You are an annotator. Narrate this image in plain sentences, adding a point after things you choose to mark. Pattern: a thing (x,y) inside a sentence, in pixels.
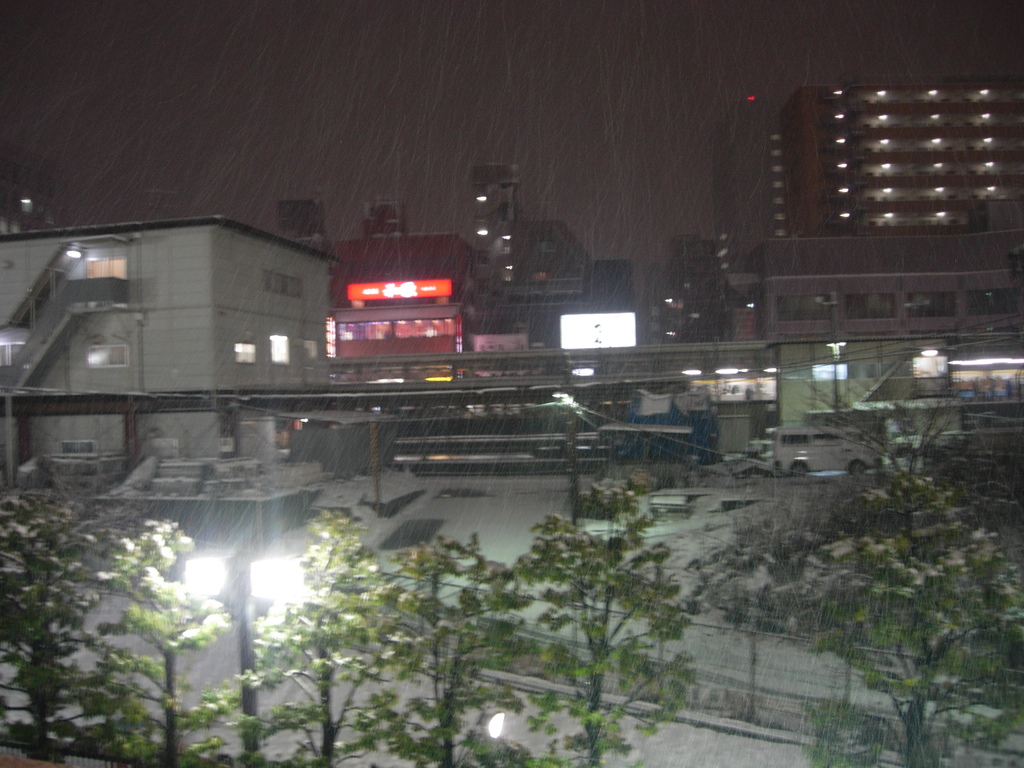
In this image there are buildings (524,347). In front of the buildings (265,380) there are sheds (355,431). There is a vehicle (846,452) parked on the ground (778,481). At the bottom (69,565) there are trees (865,555) and street light poles (242,570). There is snow (442,495) on the ground (738,711). At the top (403,78) there is the sky (386,96). It is snowing in the image.
